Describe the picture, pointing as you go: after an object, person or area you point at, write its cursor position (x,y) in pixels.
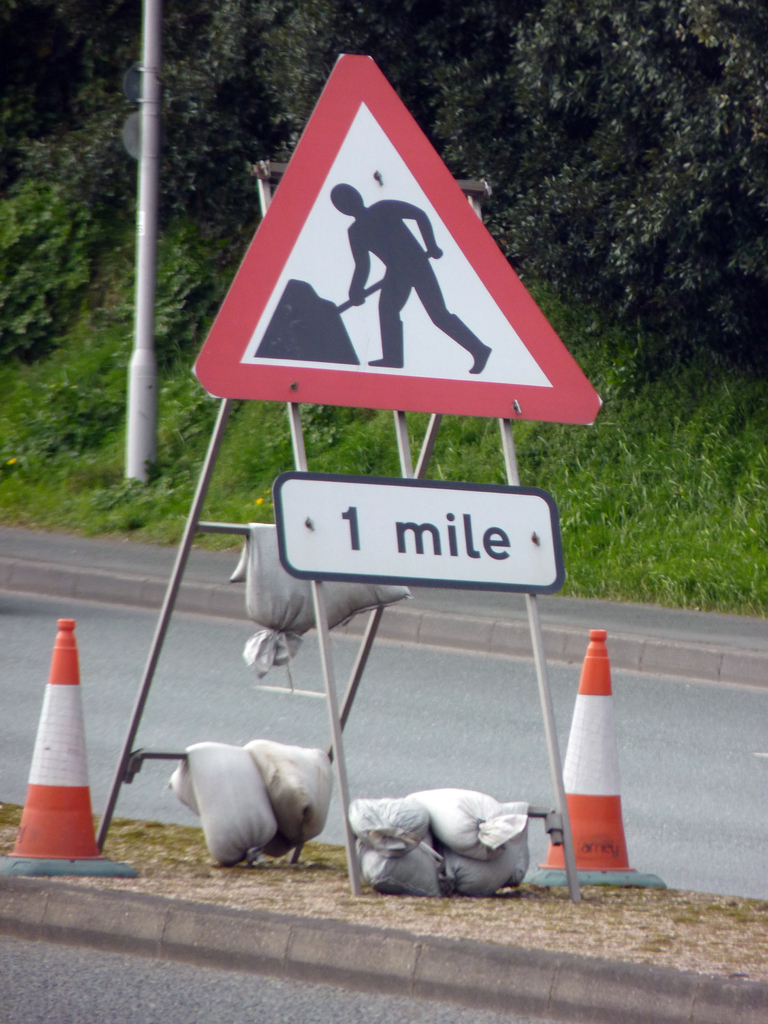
In this image we can see a sign board (378,344) attached to the stand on the pavement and there are few bags (311,819) on the stand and traffic cones (602,722) on both side of the stand (550,754), there is a road (387,757) beside the pavement (412,924) and a iron pole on the ground (605,438) and trees (548,114) in the background (591,105).
